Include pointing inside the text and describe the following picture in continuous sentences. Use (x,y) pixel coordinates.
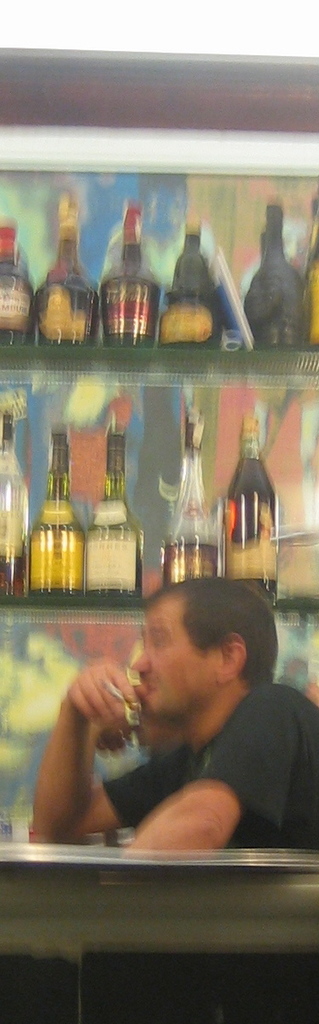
In this image, There is a man (276,696) sitting and he is holding a glass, There are some bottles (260,510) kept in the racks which are made of glass (4,350).
